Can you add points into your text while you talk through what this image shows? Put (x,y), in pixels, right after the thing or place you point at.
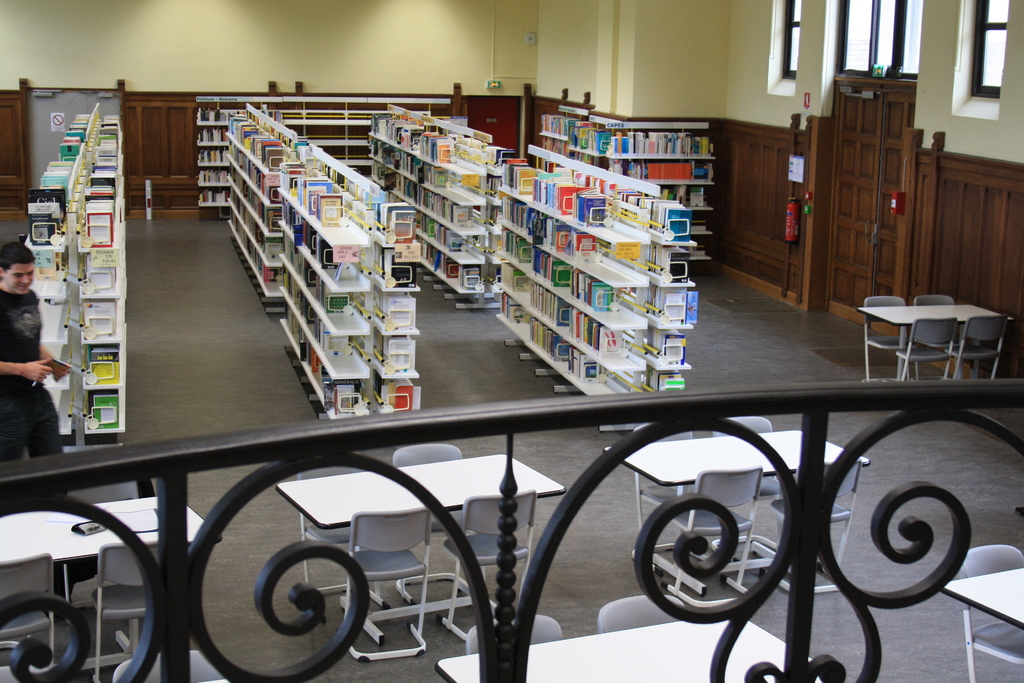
In this image at the bottom (542,570) we can see a railing (557,519). In the background (353,361) we can see books (570,240) on the racks (474,201), chairs (557,639) on the floor (563,547) at the tables (485,494), a man (28,357) is standing on the left side (40,333) and holding an object (58,367) in his hands (25,373), doors (836,100), fire extinguisher (789,215) and objects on the wall (724,107), windows (993,66) and objects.
